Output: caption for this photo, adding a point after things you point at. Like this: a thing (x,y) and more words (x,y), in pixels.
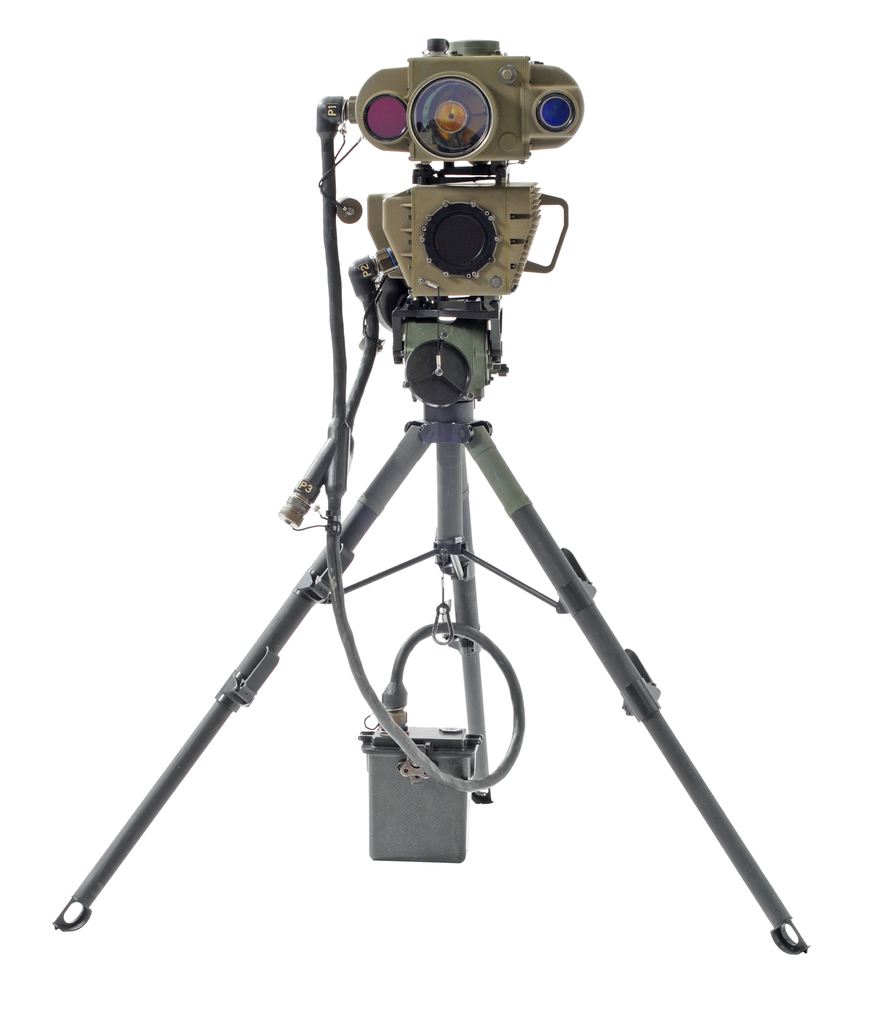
In this image I can see a camera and a camera stand (467,426) and the background (755,93) is white.
